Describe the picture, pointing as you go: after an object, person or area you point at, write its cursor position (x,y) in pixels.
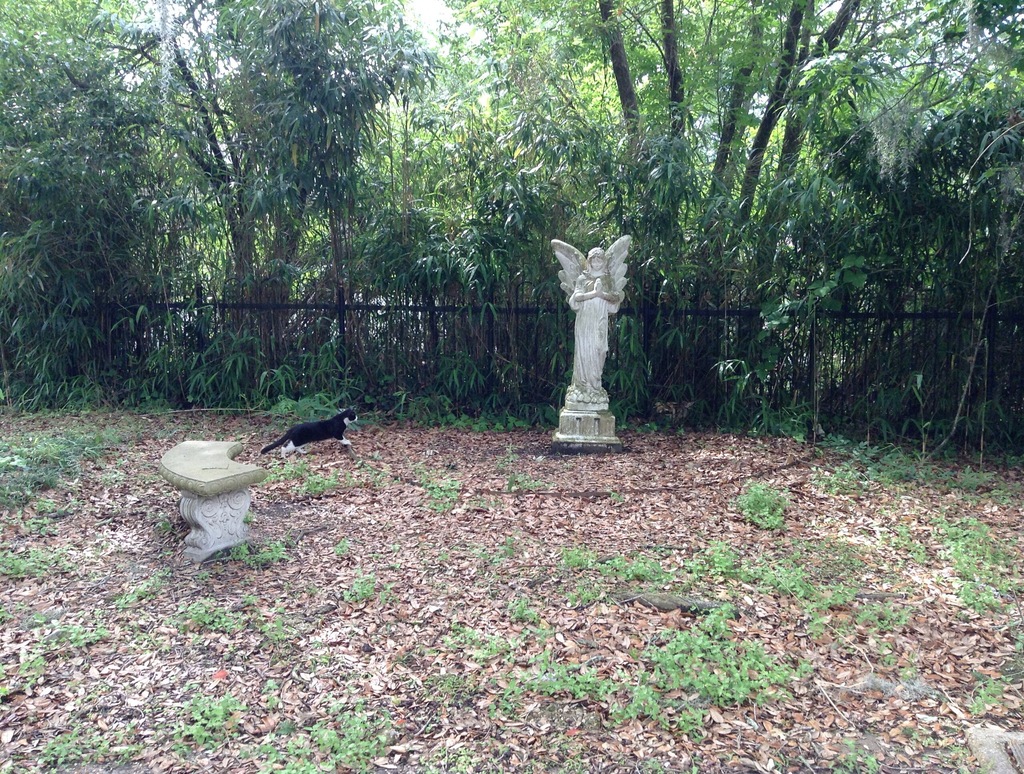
This picture is taken from outside of the city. In this image, in the middle (591,434), we can see a sculpture (591,434). On the left side (220,514), we can see a bench (210,506). On the left side (313,431), we can also see a cat (303,441) which is walking on the land (387,501). In the background (745,186), we can see some trees (418,171), fence (467,331), plants (292,93). At the top (405,16), we can see a sky (437,13), at the bottom (771,614), we can see some plants (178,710), grass (368,758) and a land (543,636).
